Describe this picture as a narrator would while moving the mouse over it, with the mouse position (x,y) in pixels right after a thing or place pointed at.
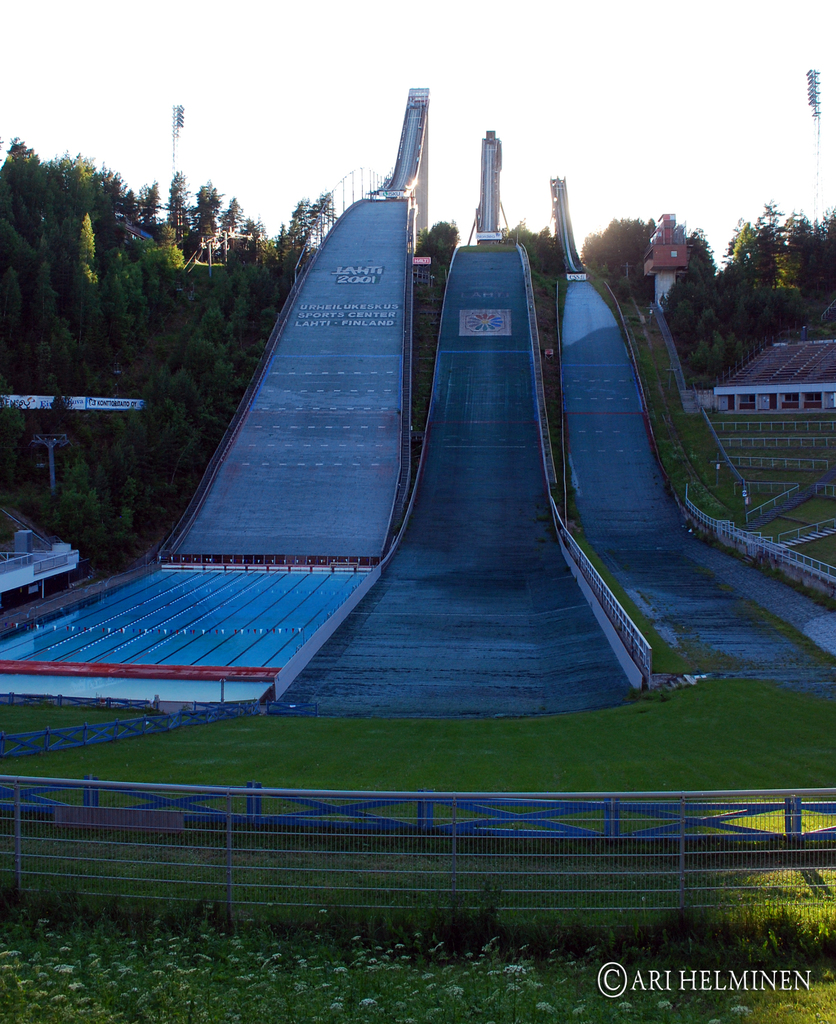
In this image we can see ski jumps (515,502). Bottom of the image (505,899) fencing (271,899) is there and the land (566,784) is covered with grass (446,762). Background of the image (750,279) trees (743,271) and light poles (815,81) are present.
